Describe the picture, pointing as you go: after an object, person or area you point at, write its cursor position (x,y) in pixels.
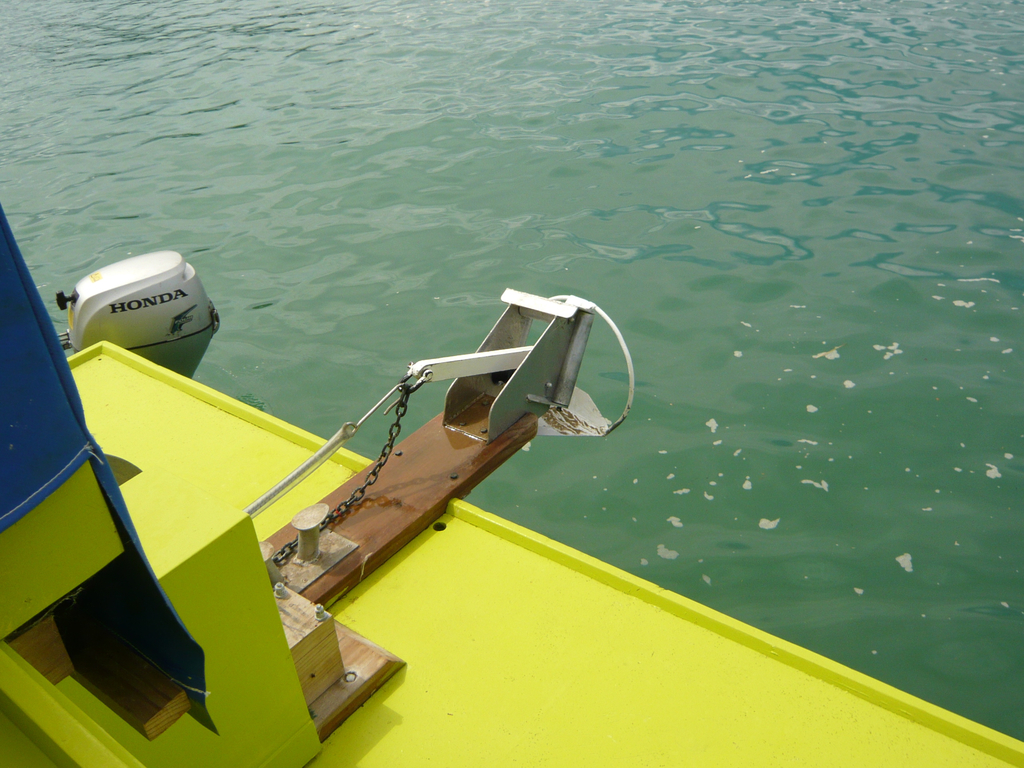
On the left side of the image (128,569) we can see there is a boat (763,698), beside boat (845,720) there are water (842,206).
